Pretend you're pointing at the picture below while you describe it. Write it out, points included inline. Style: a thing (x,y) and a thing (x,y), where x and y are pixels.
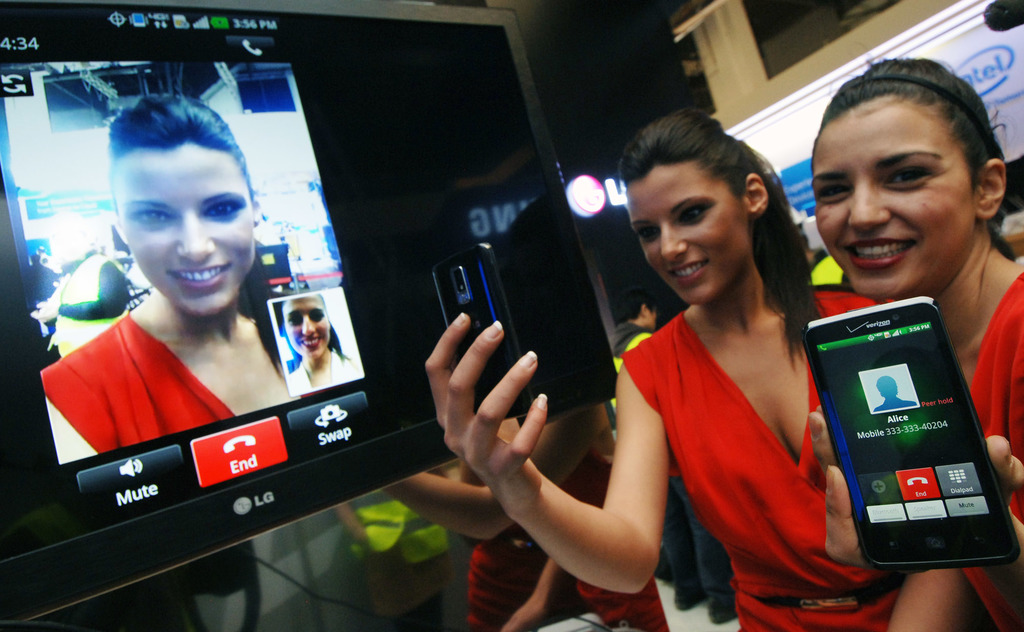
This picture shows two women (1005,278) standing and we see mobiles (953,411) in their hands (443,373) and we see a screen (42,457) and a hoarding (961,51) on their back (815,127).
